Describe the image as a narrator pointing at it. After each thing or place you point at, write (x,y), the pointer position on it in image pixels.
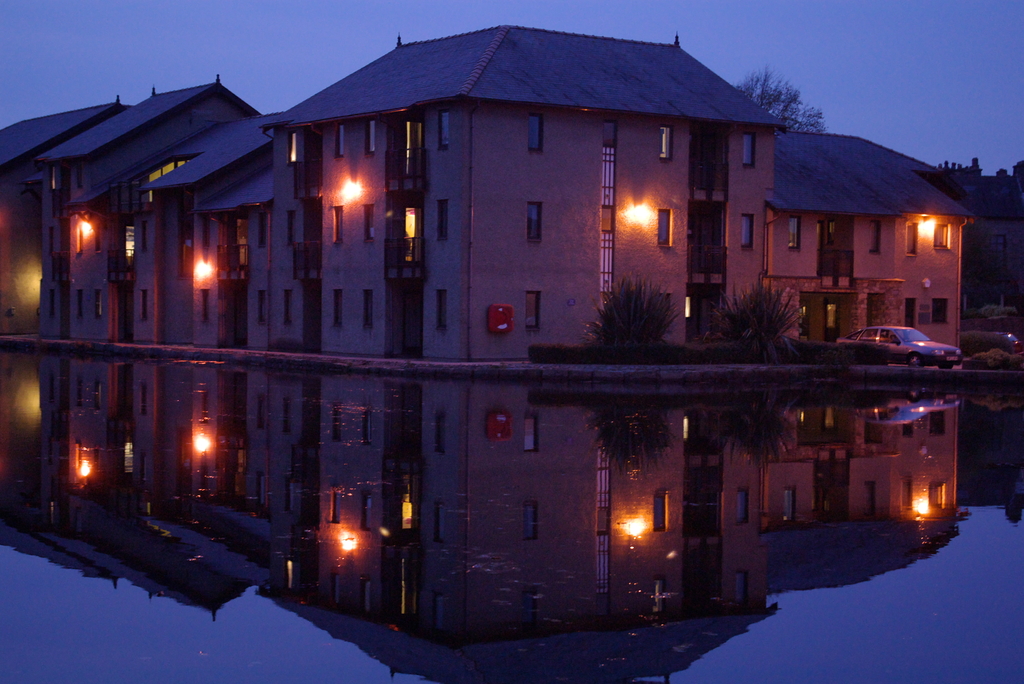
There are houses (555,235) with the windows (611,236), this is water (463,588), this is tree (796,108) and a sky (918,42).
